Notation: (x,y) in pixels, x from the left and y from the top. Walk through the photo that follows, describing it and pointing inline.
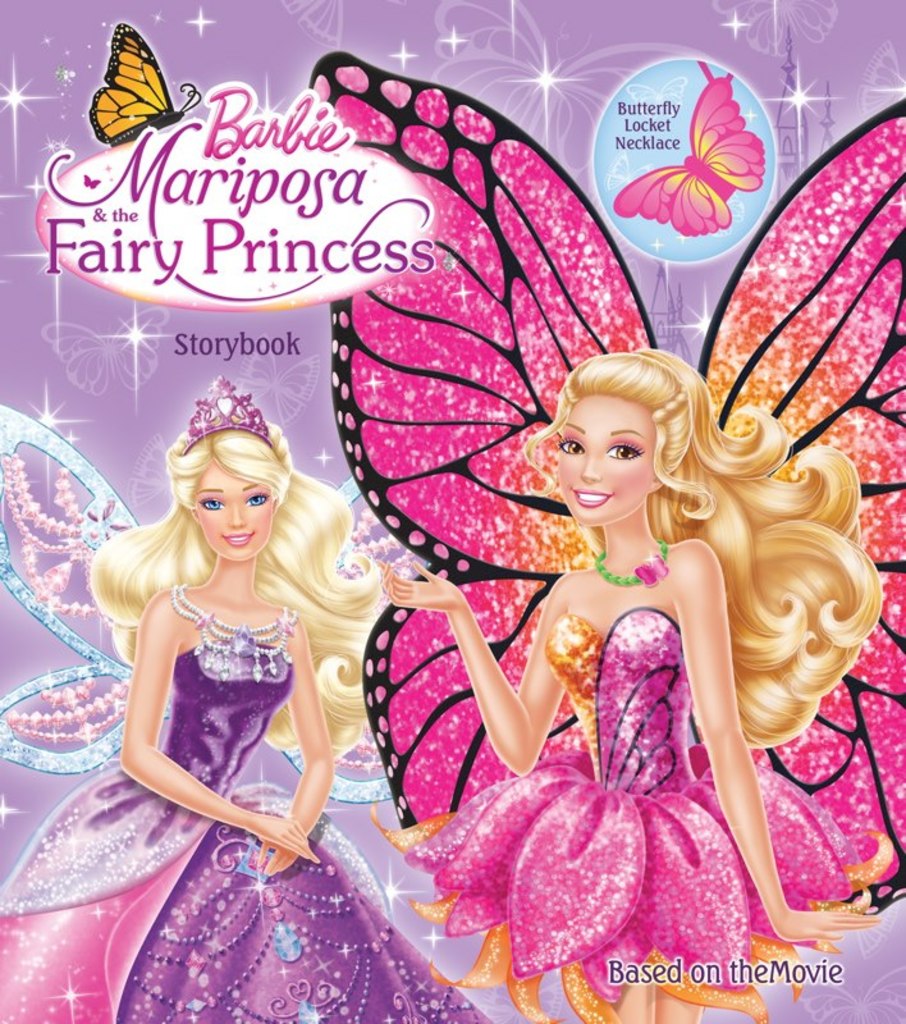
In the picture we can see a poster (890,944) on it, we can see two women pictures (543,889) with wings (898,680) and on the top of it we can see a name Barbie mariposa fairy princess.
